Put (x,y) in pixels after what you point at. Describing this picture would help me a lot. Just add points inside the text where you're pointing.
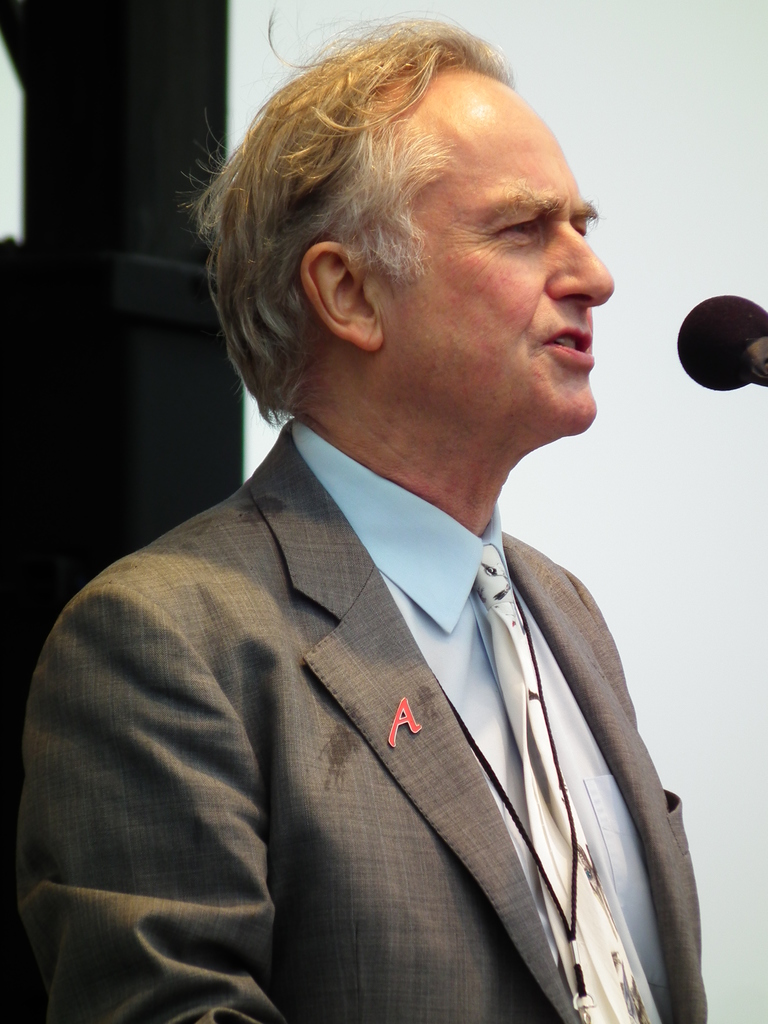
In this image in the foreground (395,623) there is one person (476,499) who is talking, and in front of him there is a mike (740,355) and on the left side (194,238) there is some object (214,81) and there is a white background (594,71).
